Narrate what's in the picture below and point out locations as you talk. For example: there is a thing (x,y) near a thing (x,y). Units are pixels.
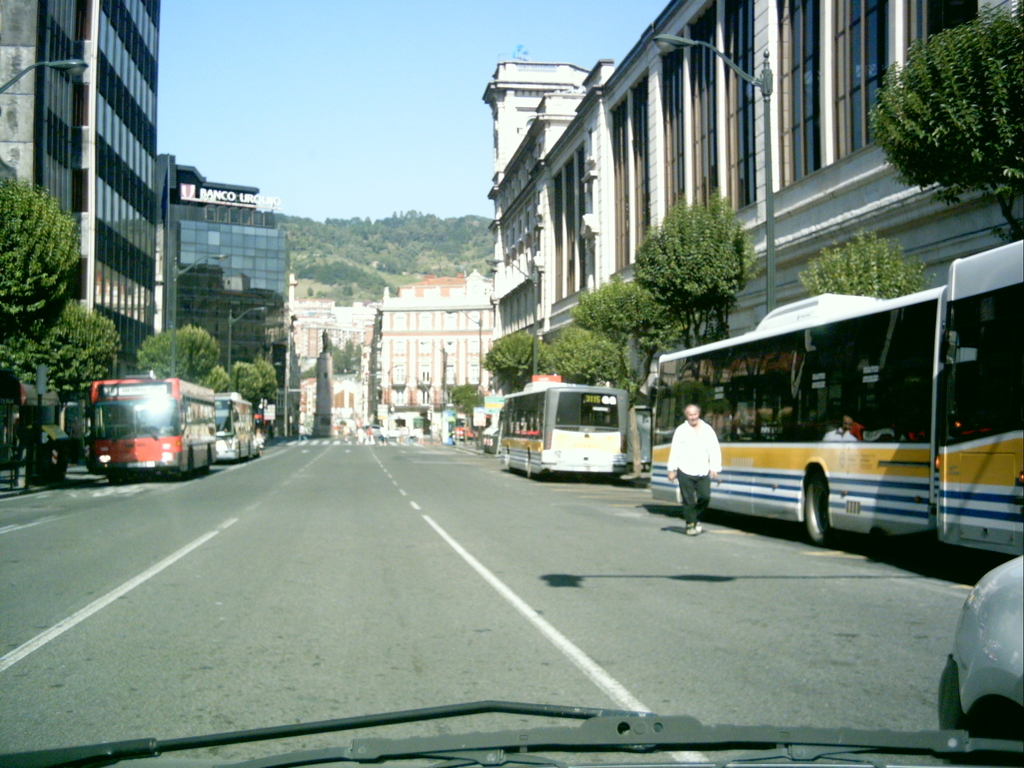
This image is taken on a road (708,523) where there are buses (516,459) parked on the road (719,539) and on the left side (162,279) there are buildings (151,306), trees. In the background (333,355) there are buildings (399,352), trees (417,243). On the right side (725,222) there are trees (721,285), pole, buildings (694,186), and there is a man (694,479) walking on the road (689,544).
